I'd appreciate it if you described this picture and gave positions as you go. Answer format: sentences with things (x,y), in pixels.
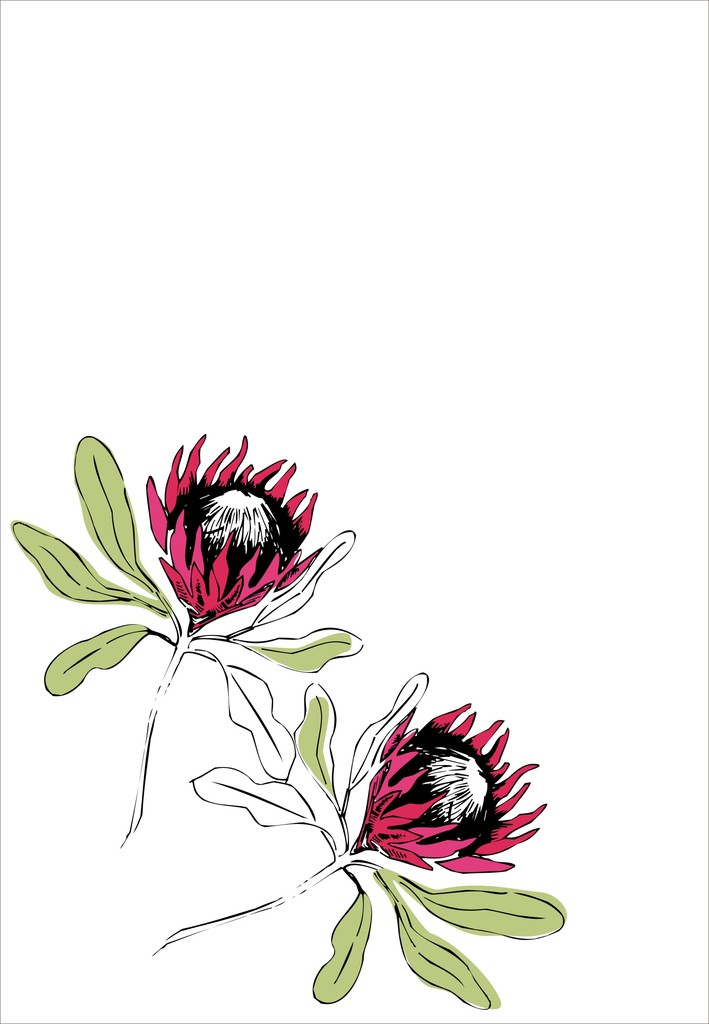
In the image I can see the painting (201,730) of two flowers (162,693).
